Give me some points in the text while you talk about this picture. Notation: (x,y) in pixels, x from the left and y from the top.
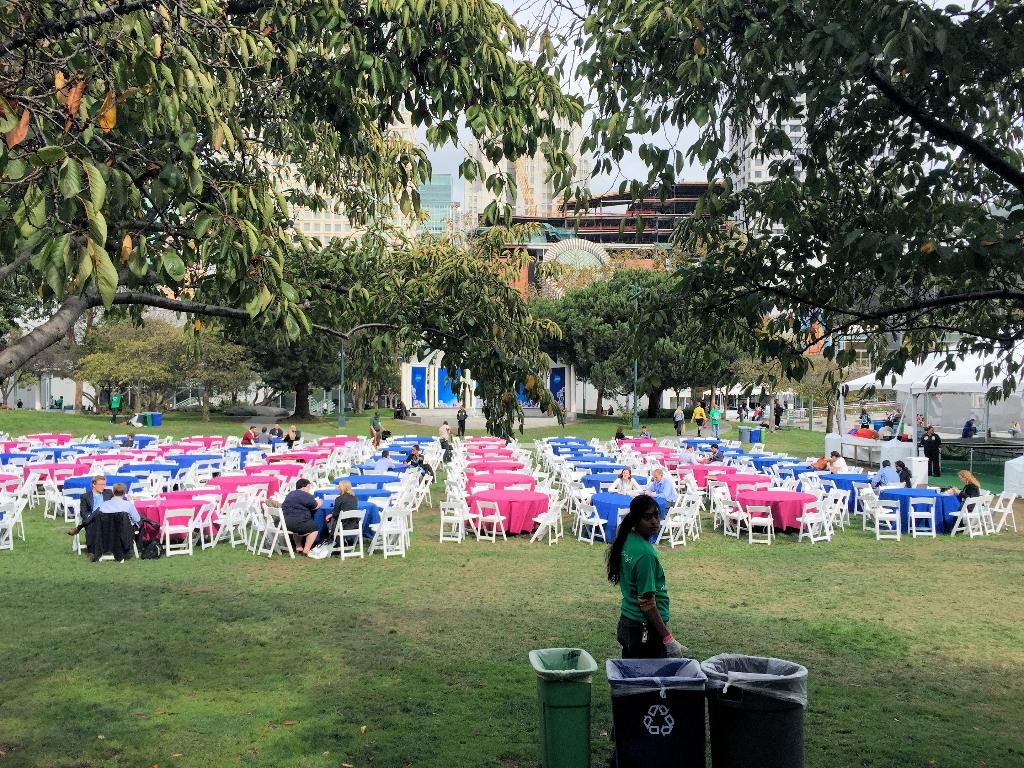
there is a building (666,236) trees (81,170) and some tables (509,462) with chairs (277,451) and some people (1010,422) sitting in it and a dustbin (701,730) at one corner.
